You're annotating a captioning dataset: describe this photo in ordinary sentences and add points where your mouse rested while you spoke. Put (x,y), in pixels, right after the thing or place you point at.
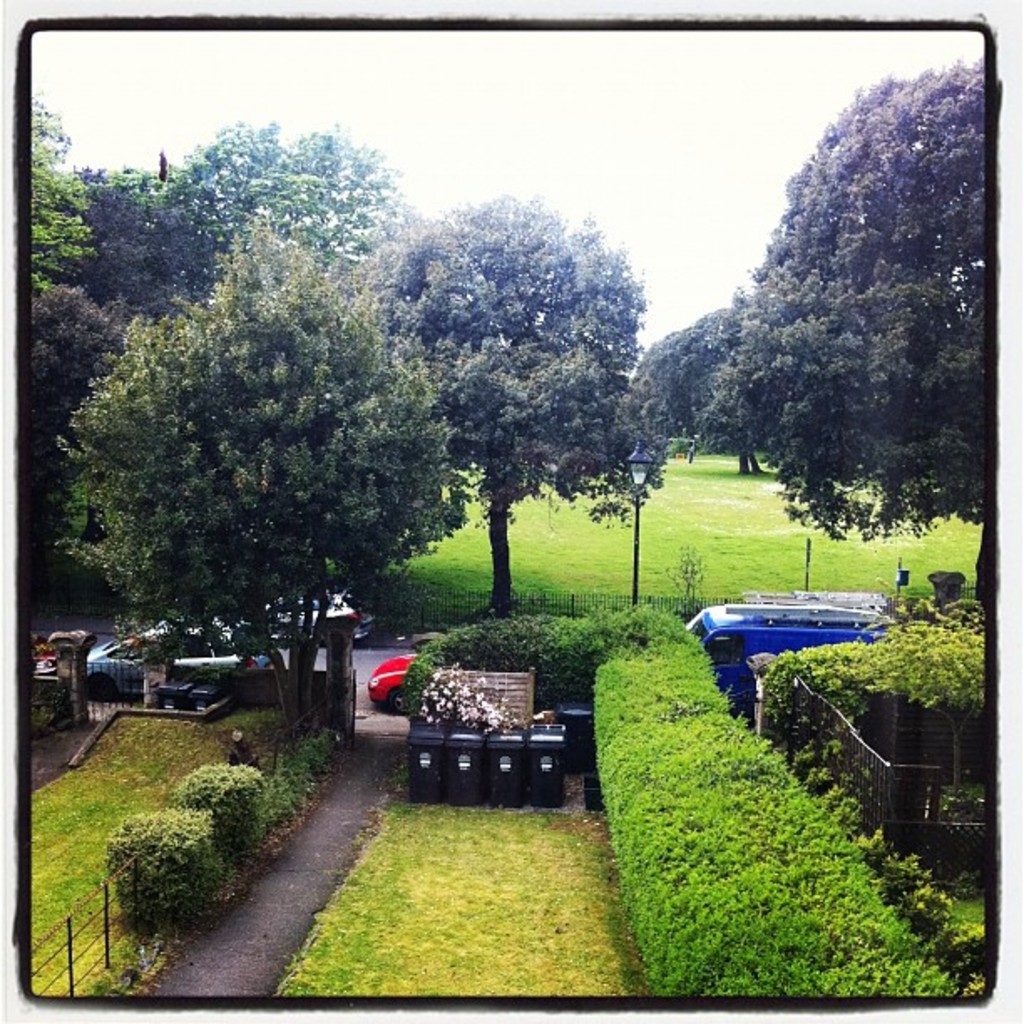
In this picture we can see the grass (342,924), plants (165,879), fences (873,818), bins (468,760), light pole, vehicles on the road (85,625), trees (390,555) and in the background (683,111) we can see the sky (661,228).
